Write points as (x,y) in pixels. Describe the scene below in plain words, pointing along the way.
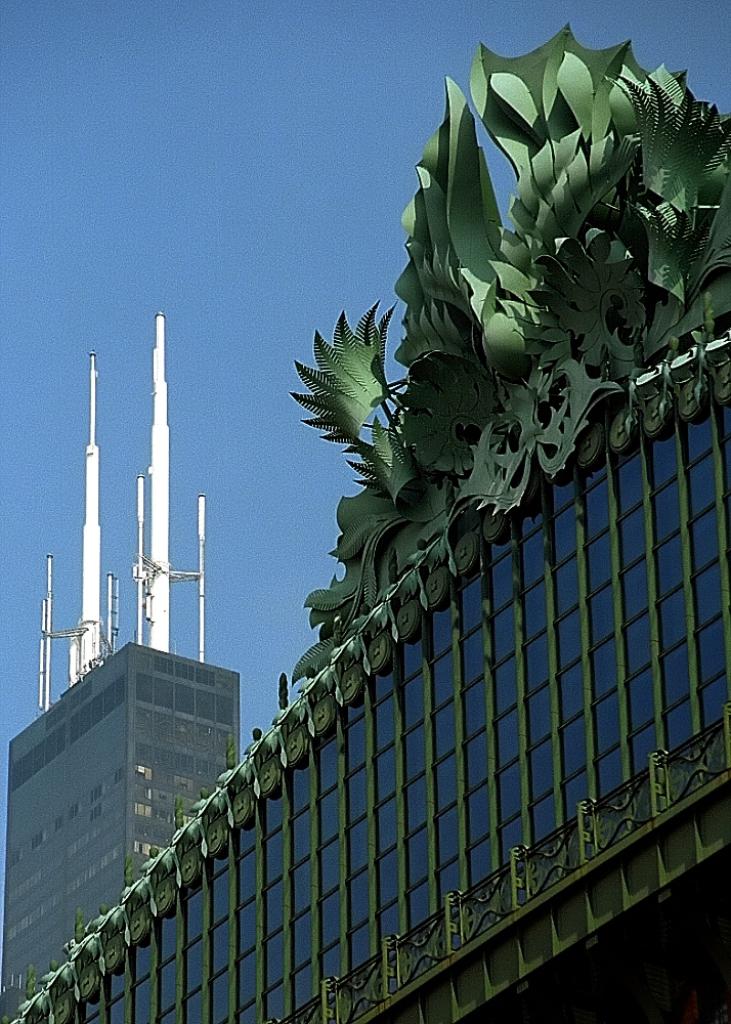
This picture is clicked outside. In the foreground (434,804) we can see the buildings (252,802) and white color metal stands (141,572). On the right corner (629,336) there is a green color object (440,233) on the top of the building (652,376). In the background (241,284) there is a sky (241,337).
